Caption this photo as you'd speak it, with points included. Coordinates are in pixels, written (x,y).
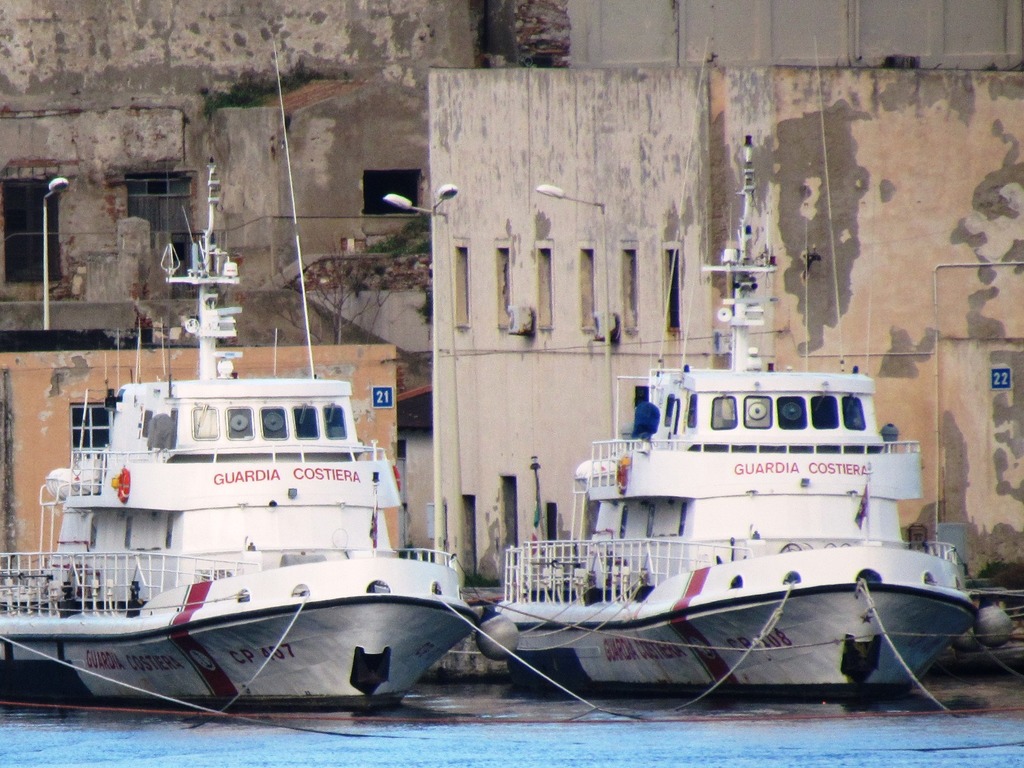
In this picture we can see ships (896,591) above the water (367,729), poles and lights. In the background of the image (484,245) we can see buildings (376,255) and tree (327,260).
